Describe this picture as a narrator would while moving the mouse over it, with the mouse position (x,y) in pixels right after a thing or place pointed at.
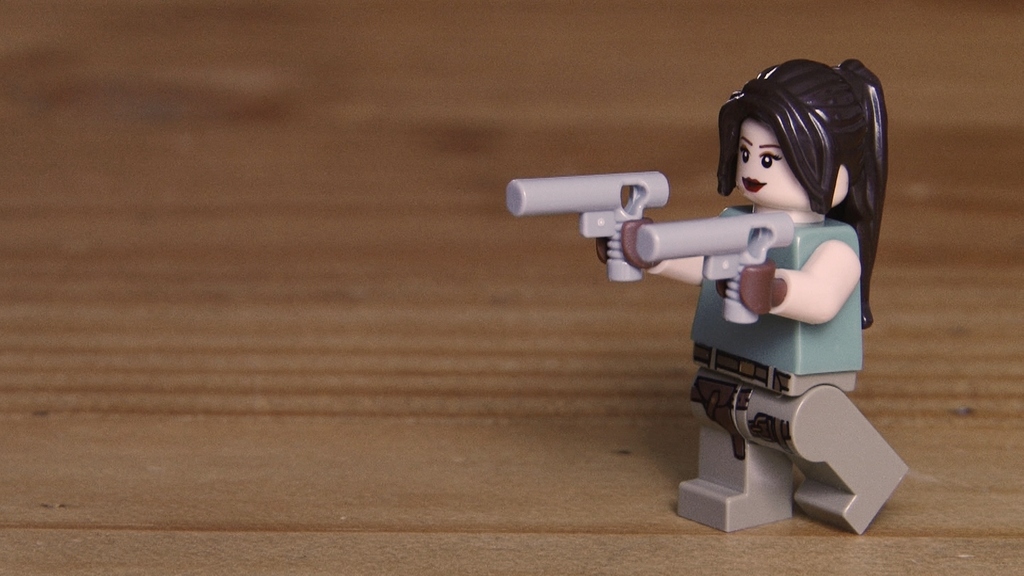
In this image I can see a toy (705,404) on the right side (882,192). I can also see brown colour in the background (979,421).
